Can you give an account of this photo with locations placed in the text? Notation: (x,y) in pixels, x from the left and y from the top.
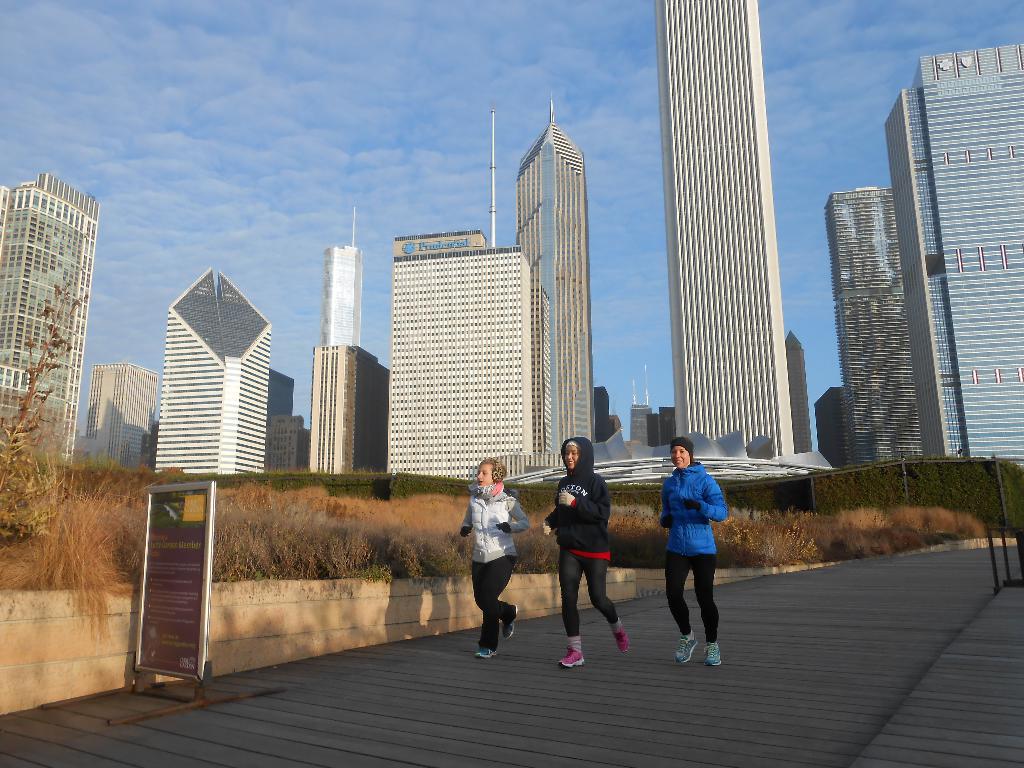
In this image in the center (409,504) there are persons (683,564) running and there are dry plants (407,529) and there is a board (170,581) with some text (168,601) written on it. In the background (163,334) there are buildings (949,338) and the sky (455,87) is cloudy.
